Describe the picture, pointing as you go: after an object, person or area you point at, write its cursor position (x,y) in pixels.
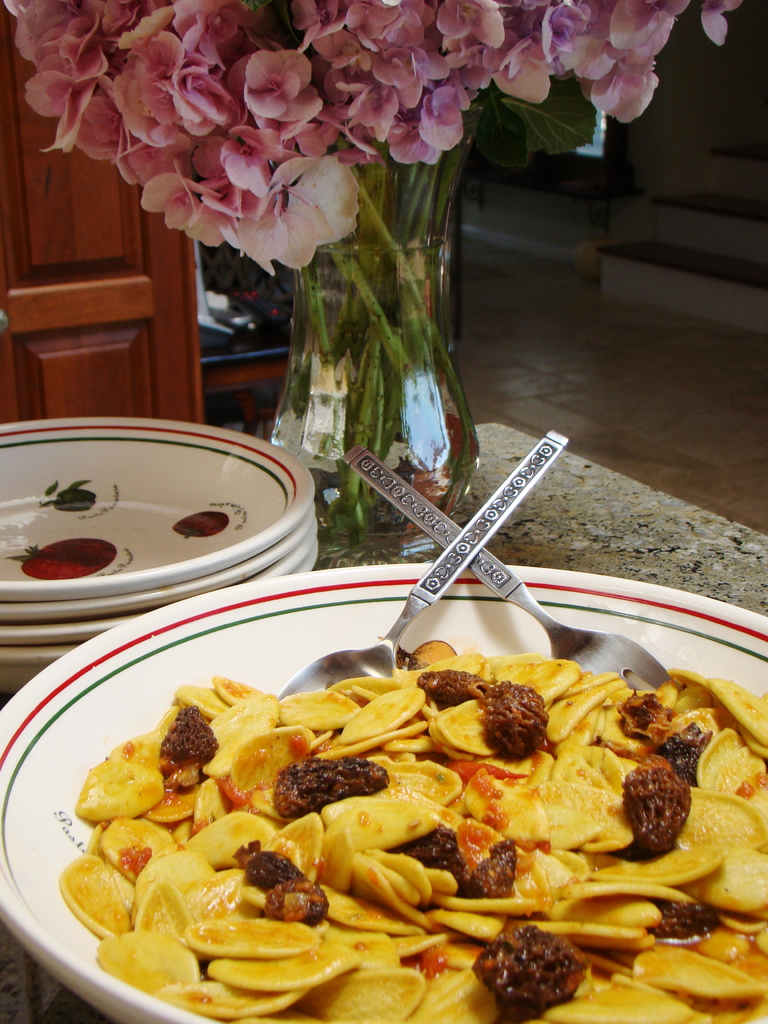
In this image I can see the food (423,673) in yellow and brown color in the plate (27,771) and the plate (481,626) is in white color. Background I can see few plate (72,607), two spoons (635,663), a flower pot (370,331) on some surface (583,496) and I can see a door (169,315) in brown color.
